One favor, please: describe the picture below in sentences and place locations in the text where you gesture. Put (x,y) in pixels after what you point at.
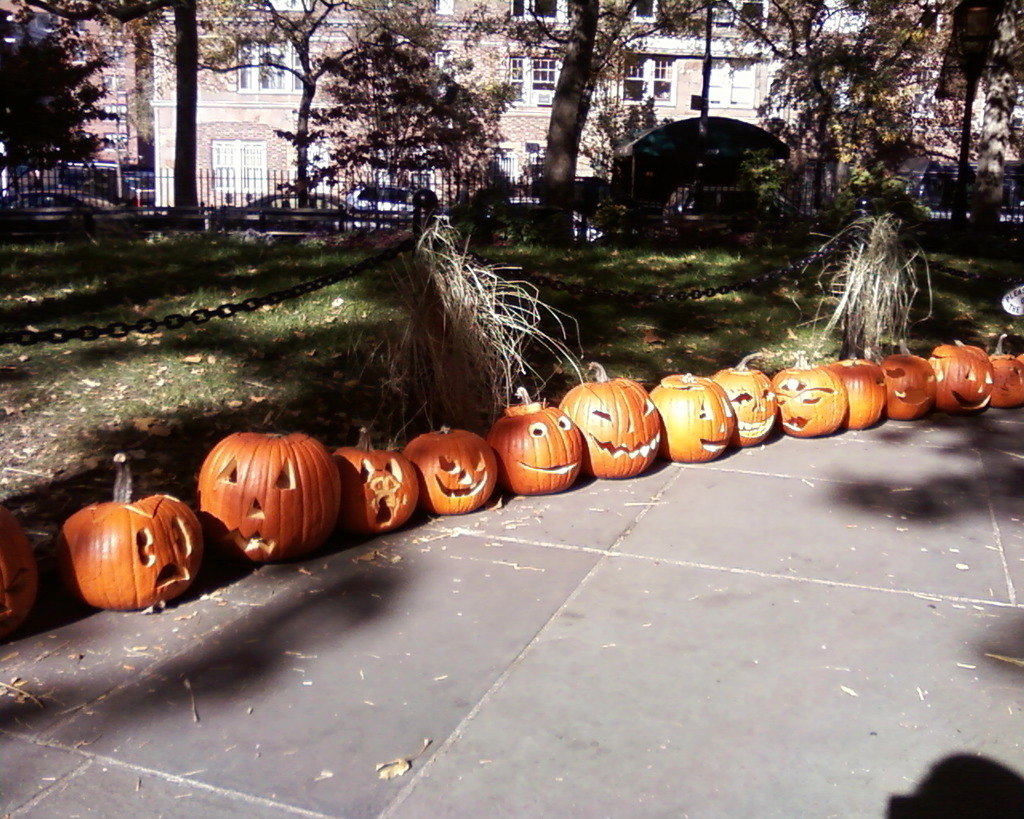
In this image there are trees (74,83) and buildings (522,64). There are cars (576,202) and a fence (461,188). At the bottom (131,562) we can see carved pumpkins (373,471) placed on the floor (527,669) and we can see grass (391,349) and there is a chain (14,340).
